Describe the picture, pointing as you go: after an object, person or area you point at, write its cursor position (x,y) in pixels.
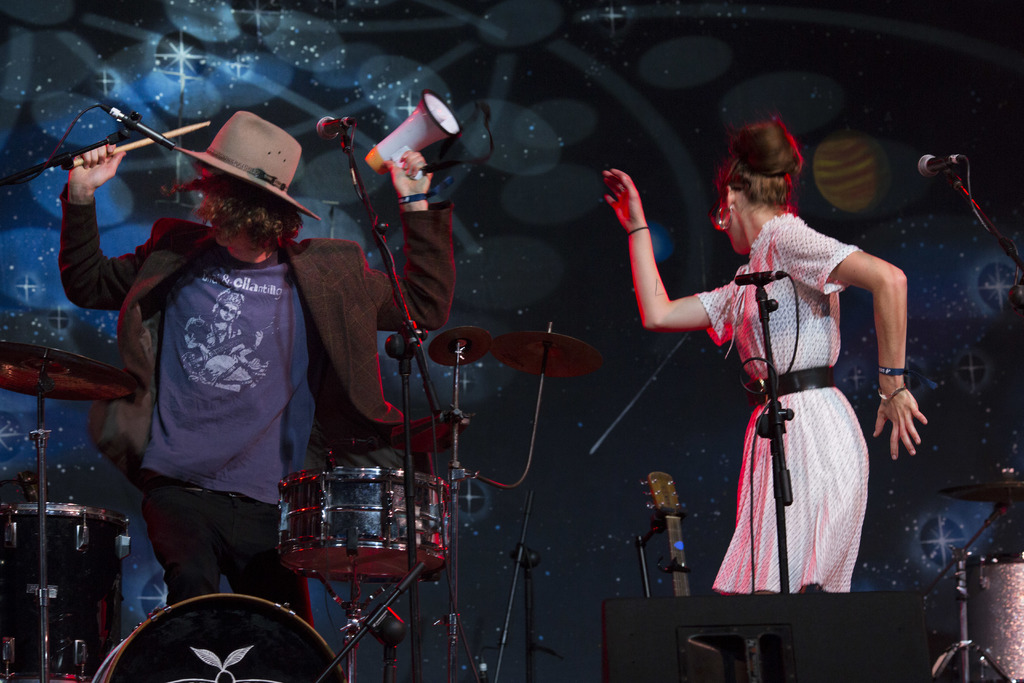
In this image there is a man (219,258) on the left (217,259) who is holding the stick (108,149) with one hand (105,171) and a speaker (420,141) with another hand (399,167). On the right side (820,406) there is a woman (829,414). In front of them there is a drum (97,588) and a mic (757,277). In the background (927,186) there is a wall (421,1) on which there is design (224,74).
